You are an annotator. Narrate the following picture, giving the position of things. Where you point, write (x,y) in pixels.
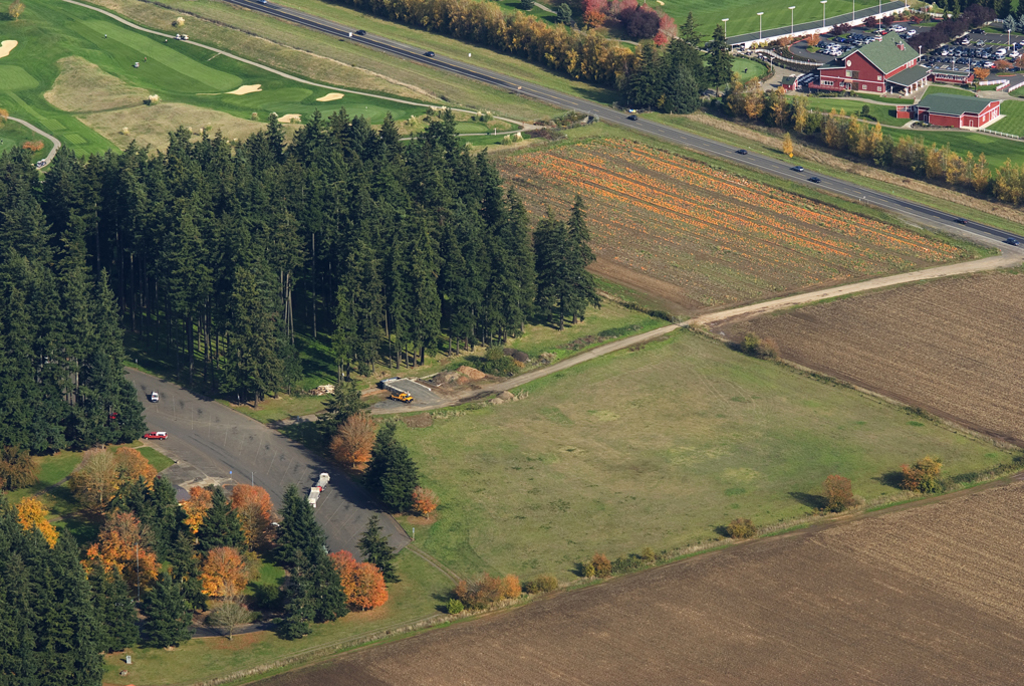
This picture shows the aerial view. There are some cropping lands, so many different objects (747,200) are on the surface (414,400), some roads (339,511) are there, some vehicles (839,42) are parked and some vehicles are on the road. There are so many trees (286,547), plants (931,487), bushes (536,588) and grass (772,381) on the ground (782,5). There are some houses (994,107), some poles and some street lights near to the houses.
